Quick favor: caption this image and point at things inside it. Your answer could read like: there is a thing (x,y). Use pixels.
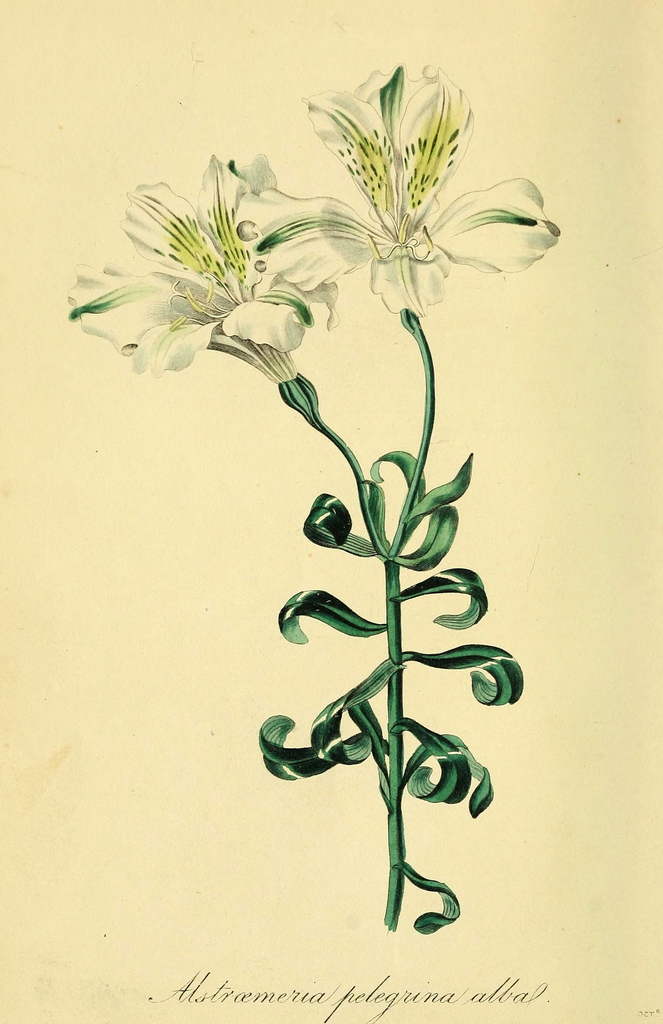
In this image we can see the painting (279,767) of the white color flowers (414,154) and here we can see the watermark (433,991) on the bottom of the image (361,990).
